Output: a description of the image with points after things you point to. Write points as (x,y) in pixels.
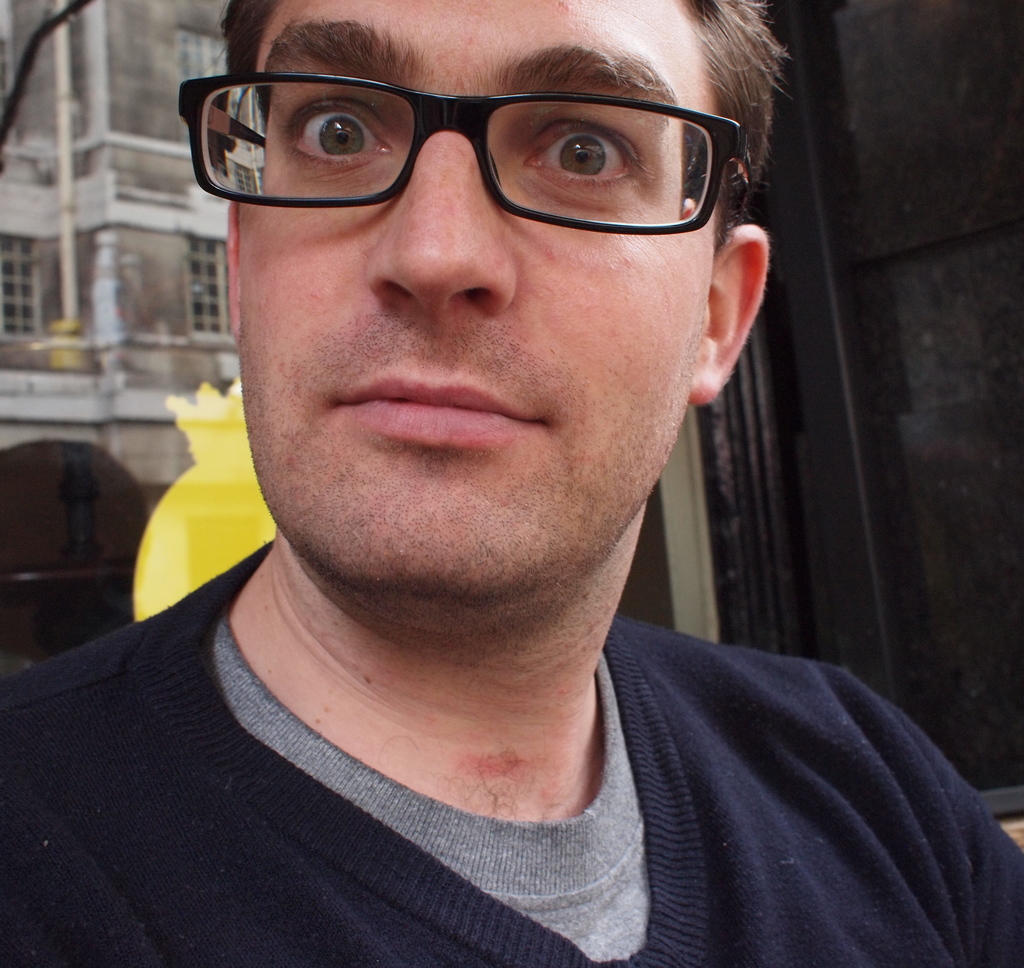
In this image I can see a man (273,710) in the front (664,631), I can see he is wearing black colour dress (422,902) and specs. In the background (115,325) I can see a building (32,206), windows (10,287) and a yellow colour thing (195,417).
